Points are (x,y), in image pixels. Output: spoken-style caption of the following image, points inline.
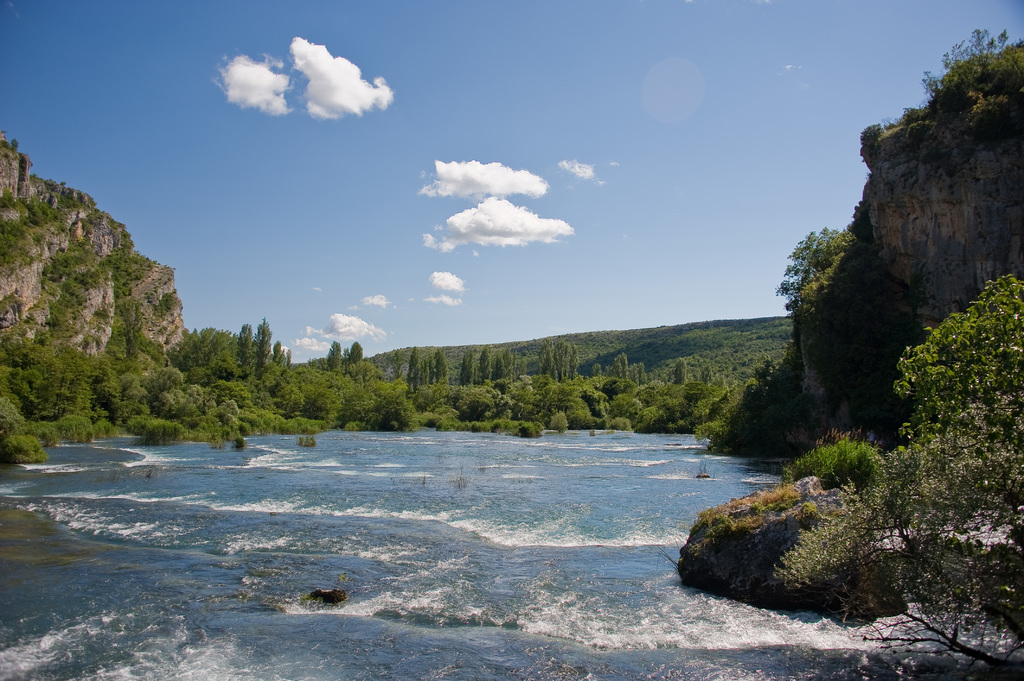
This image is taken outdoors. At the top of the image (242,104) there is the sky (513,196) with clouds (497,208). At the bottom of the image (455,601) there is a lake (336,472) with water (575,463). On the left (71,281) and right sides of the image there are two rocks (138,299). In the middle of the image (461,385) there are many trees (496,391) and plants (841,386) with leaves (894,343), stems (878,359) and branches (836,373).
